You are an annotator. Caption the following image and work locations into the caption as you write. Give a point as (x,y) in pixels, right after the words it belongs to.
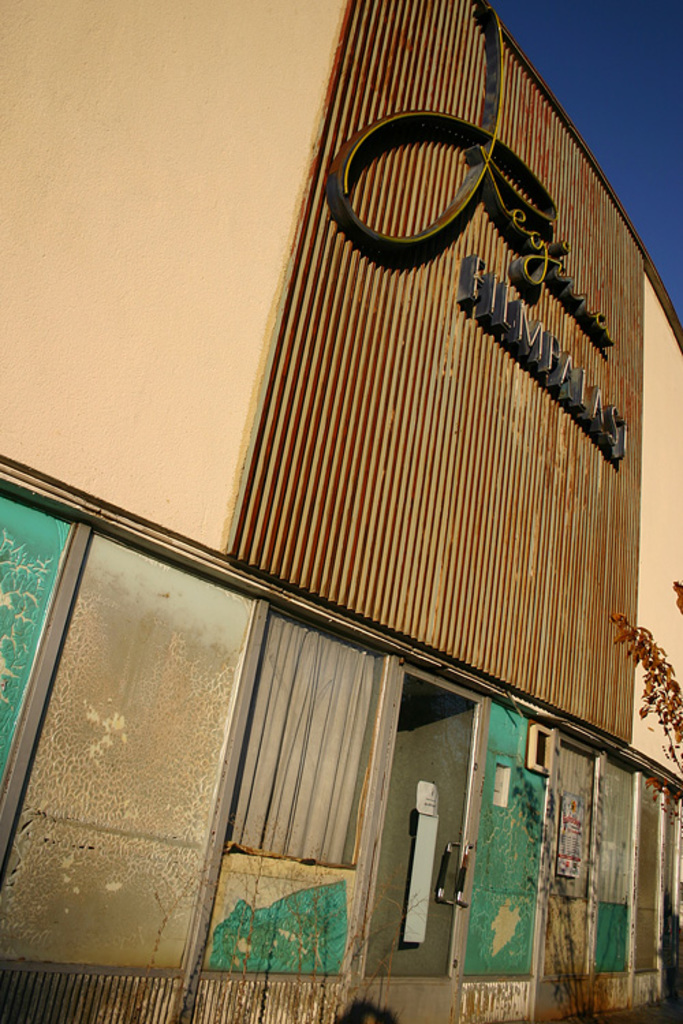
In this image we can see a building (334,520) with a name (461,272). Also there are windows (346,756). On the right side (665,701) we can see branch (665,688) of a tree (651,666). In the right top corner (621,125) there is sky (663,114).
